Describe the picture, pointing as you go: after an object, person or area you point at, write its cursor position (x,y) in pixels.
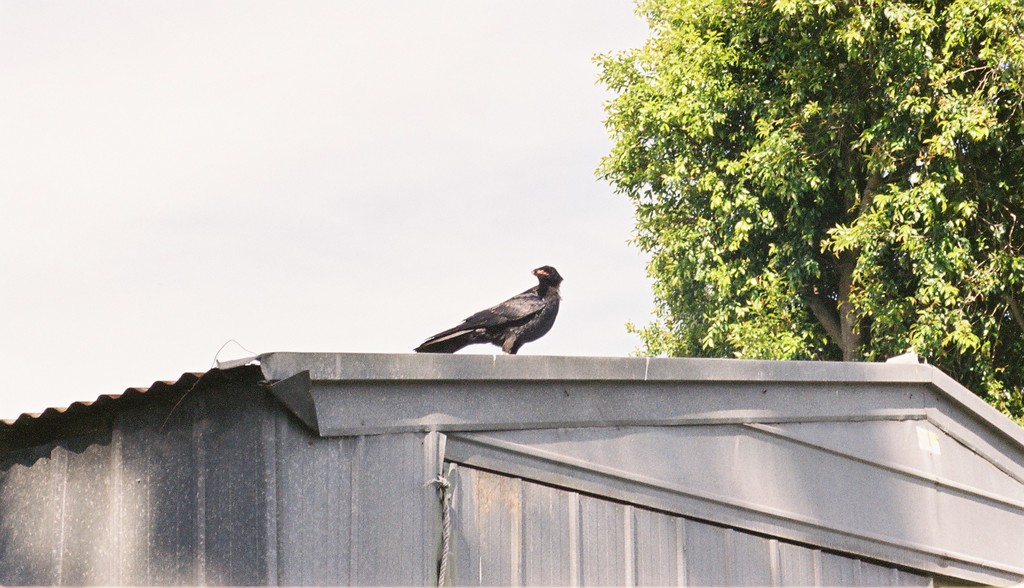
In the center of the image (545,320), we can see a bird (498,333) on the shed (504,456) and on the right (796,178), there is a tree (673,221). At the top (263,152), there is sky (326,133).
